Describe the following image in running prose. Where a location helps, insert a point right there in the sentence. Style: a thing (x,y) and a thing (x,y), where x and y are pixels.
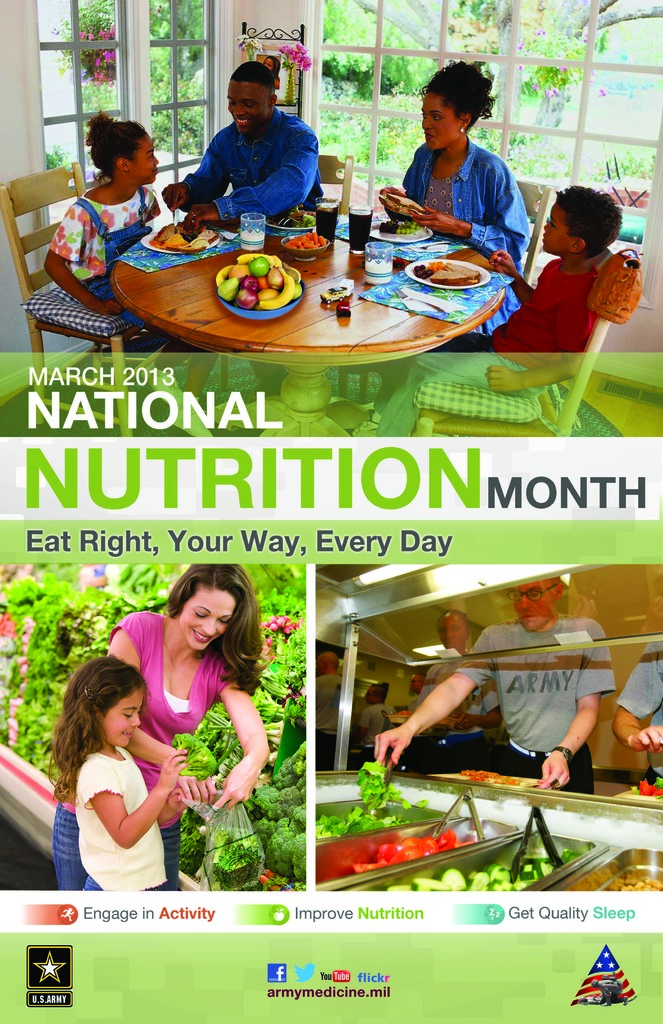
In this image i can see a promotion picture (424,518) about national nutrition.
